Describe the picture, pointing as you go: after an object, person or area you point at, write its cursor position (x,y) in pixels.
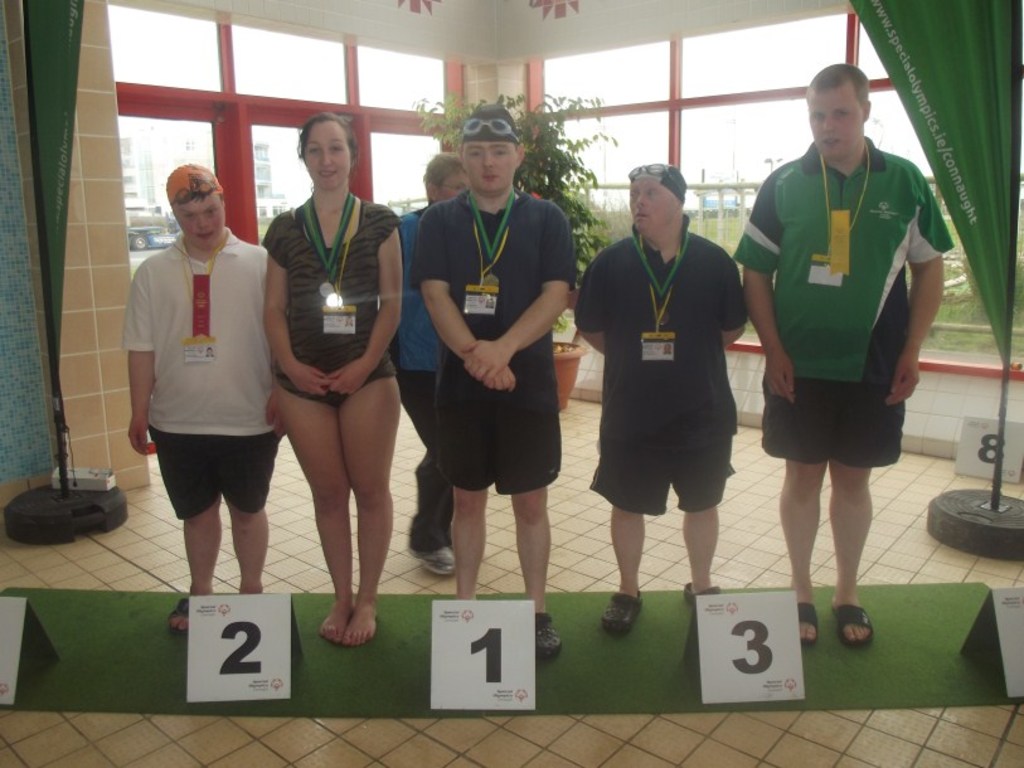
In this image we can see a group of people (602,351) are standing in a line and numbers (281,651) are allotted to them.
